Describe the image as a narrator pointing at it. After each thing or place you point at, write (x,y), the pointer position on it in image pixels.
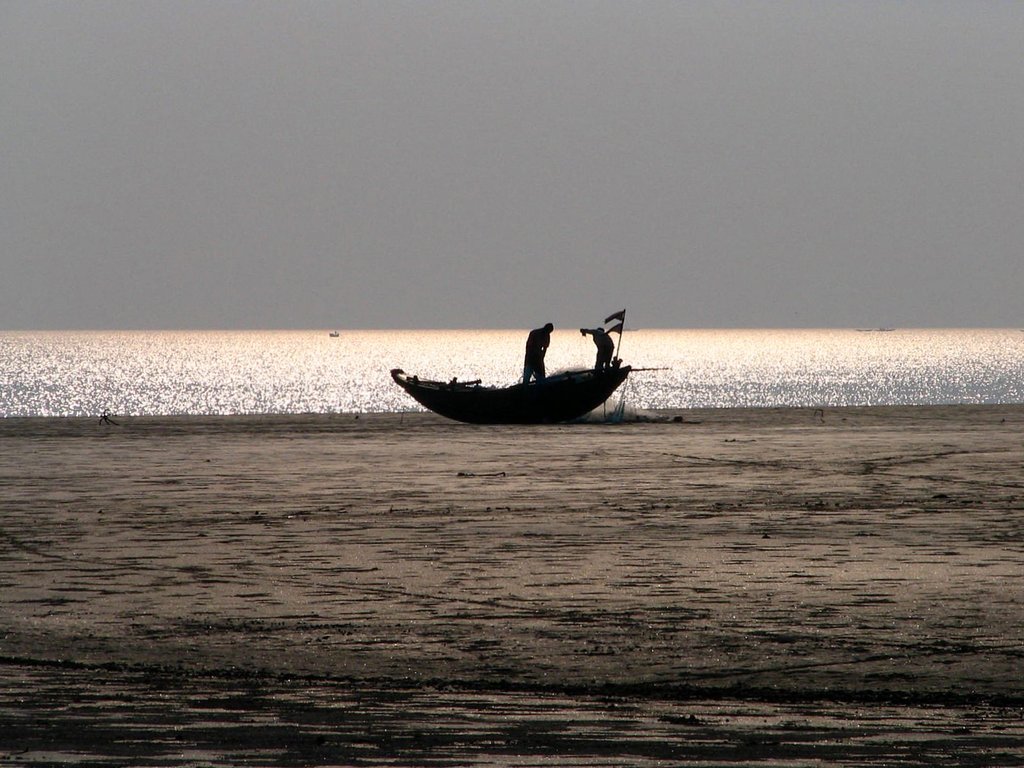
In the picture we can see two persons (544,339) standing in the boat (507,390) and we can see flags (621,314). Here we can see the sand (431,618), the water (181,379) and the plain sky (683,100) in the background (307,256).
